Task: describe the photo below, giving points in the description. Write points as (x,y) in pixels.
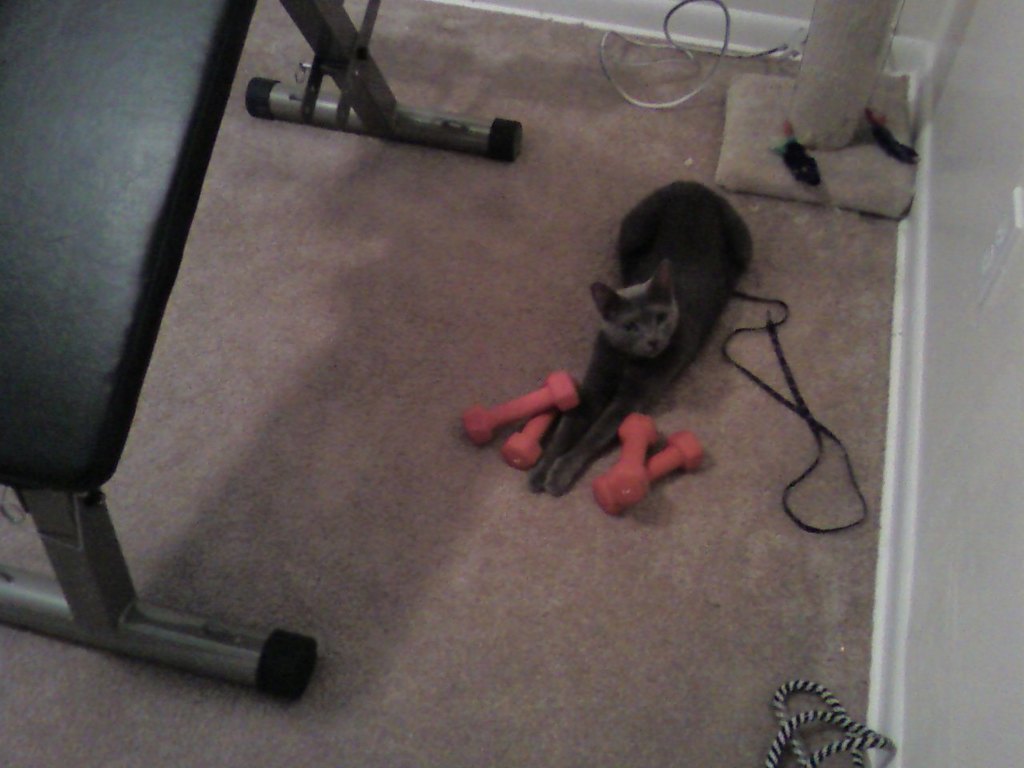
In this image I can see a cat (669,294) which is black in color on the floor (607,224). I can see few pink colored objects (564,399) on both sides of the cat (583,467). I can see few wires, the wall (753,42), a pole (871,29) and a black and silver colored object (120,280) on the floor (549,203).
